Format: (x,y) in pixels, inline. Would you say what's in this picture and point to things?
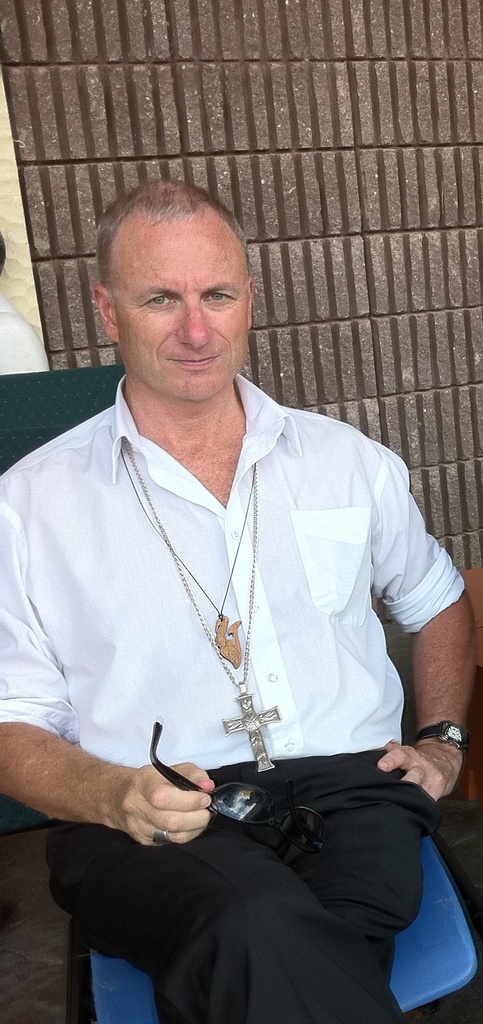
In this image we can see a person (279,421) sitting on the chair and holding spectacles (253,790), in the background (253,269), we can see a person (2,299) truncated and the wall (232,135).
